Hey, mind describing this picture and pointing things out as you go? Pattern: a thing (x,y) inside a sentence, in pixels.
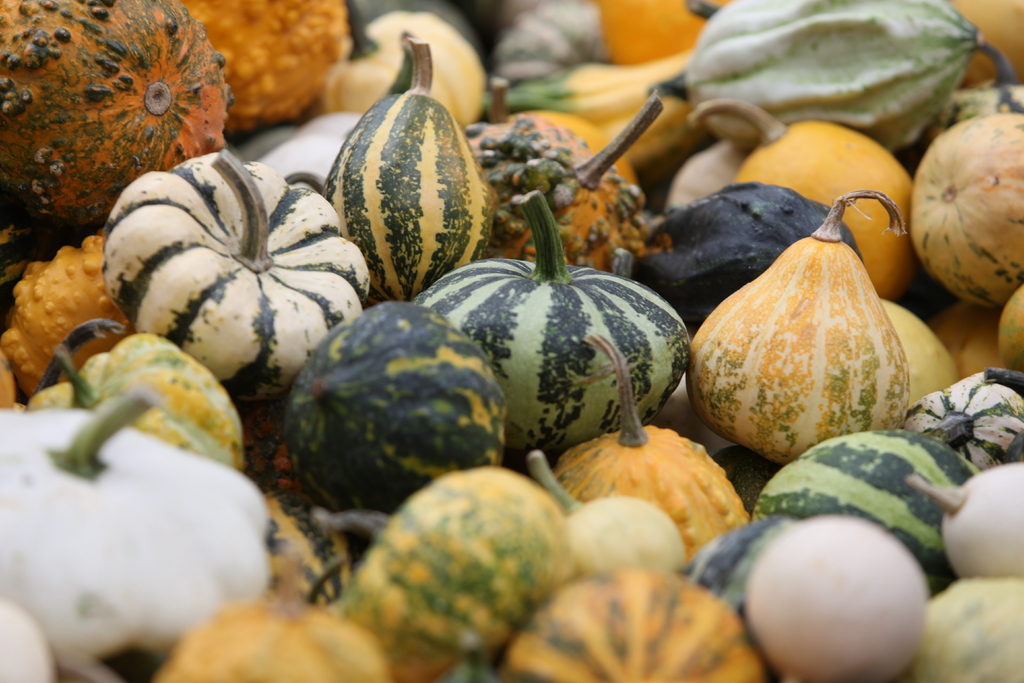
In this image there are vegetables (581,431) and fruits (653,391).
